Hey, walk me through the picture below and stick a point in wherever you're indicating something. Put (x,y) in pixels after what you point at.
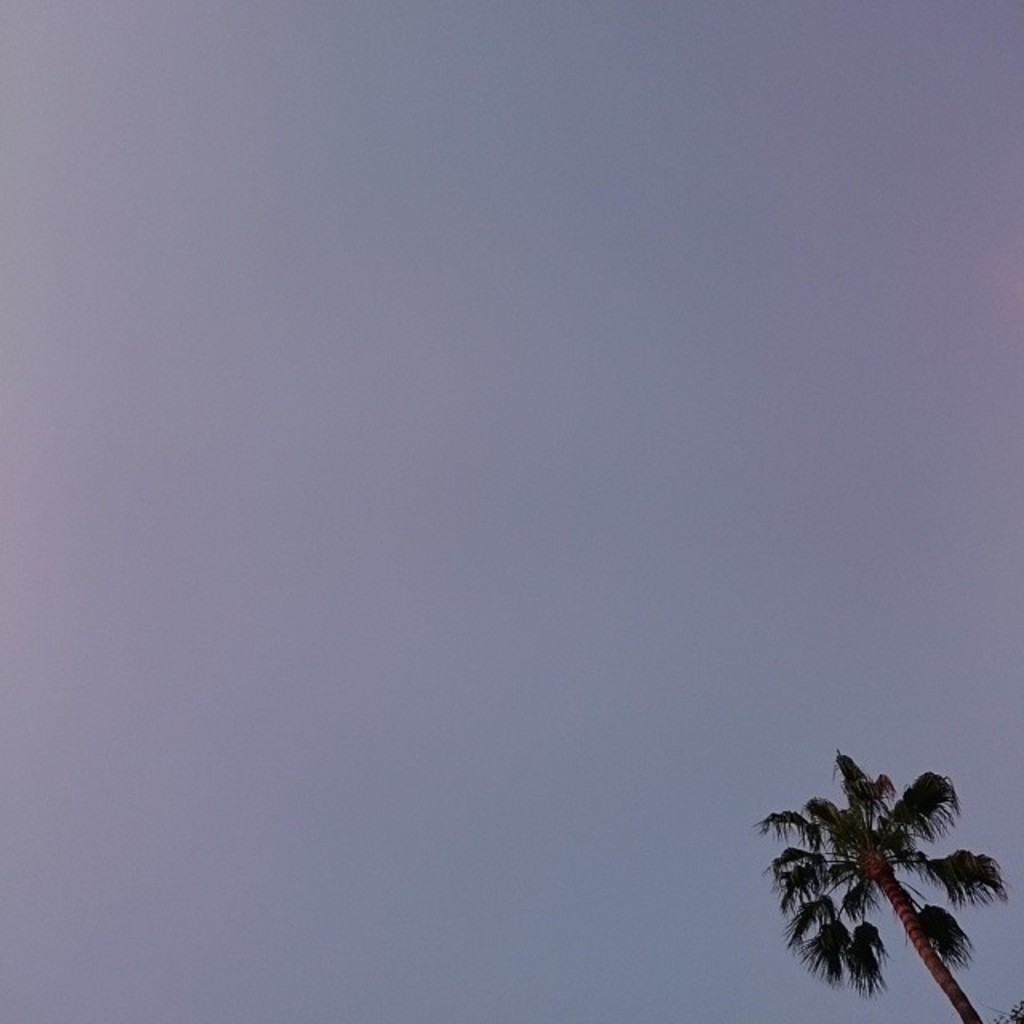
In this image we can see a tree (876,868) and the sky (584,433) on the background (565,507).
